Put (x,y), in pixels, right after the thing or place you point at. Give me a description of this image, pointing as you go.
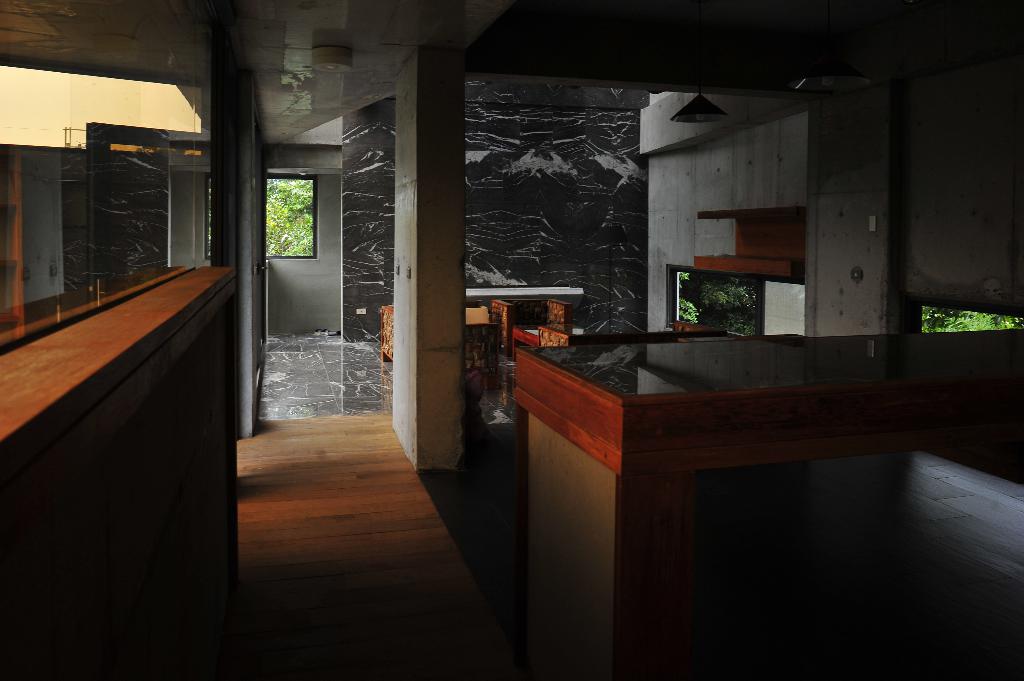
In the foreground of this image (377,627), there is floor (351,514). On the left (191,503), there is a wooden object (108,397). On the right (788,422), there is a table (788,422). We can also see a pillar (439,230), wall (596,197), windows (802,286) and a light (708,111). In the background (295,212), there is greenery (279,210).
